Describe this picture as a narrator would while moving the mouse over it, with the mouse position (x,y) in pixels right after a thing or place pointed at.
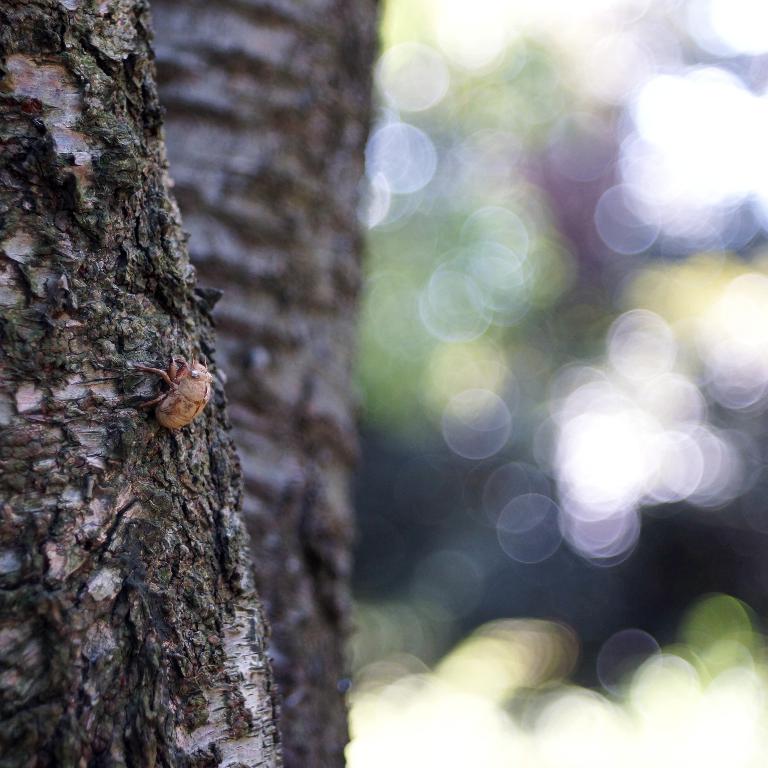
In this image on the left side (85,271) there is a tree (152,392), on the tree (174,723) there is an insect (190,377) and there is a blurry background (552,83).
